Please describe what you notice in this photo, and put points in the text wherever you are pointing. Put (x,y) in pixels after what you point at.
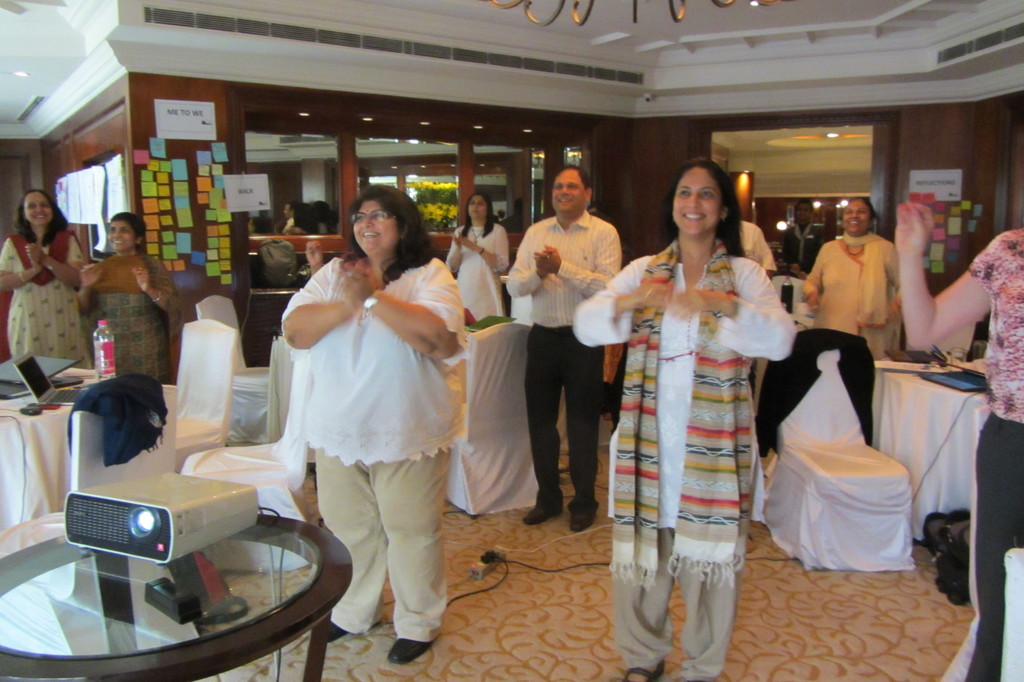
In this image, we can see people (360,427) standing, clapping and smiling and in the background (193,143), there are papers (255,182) placed on the wall (195,172) and here we can see tables (903,452) and chairs (792,519).
